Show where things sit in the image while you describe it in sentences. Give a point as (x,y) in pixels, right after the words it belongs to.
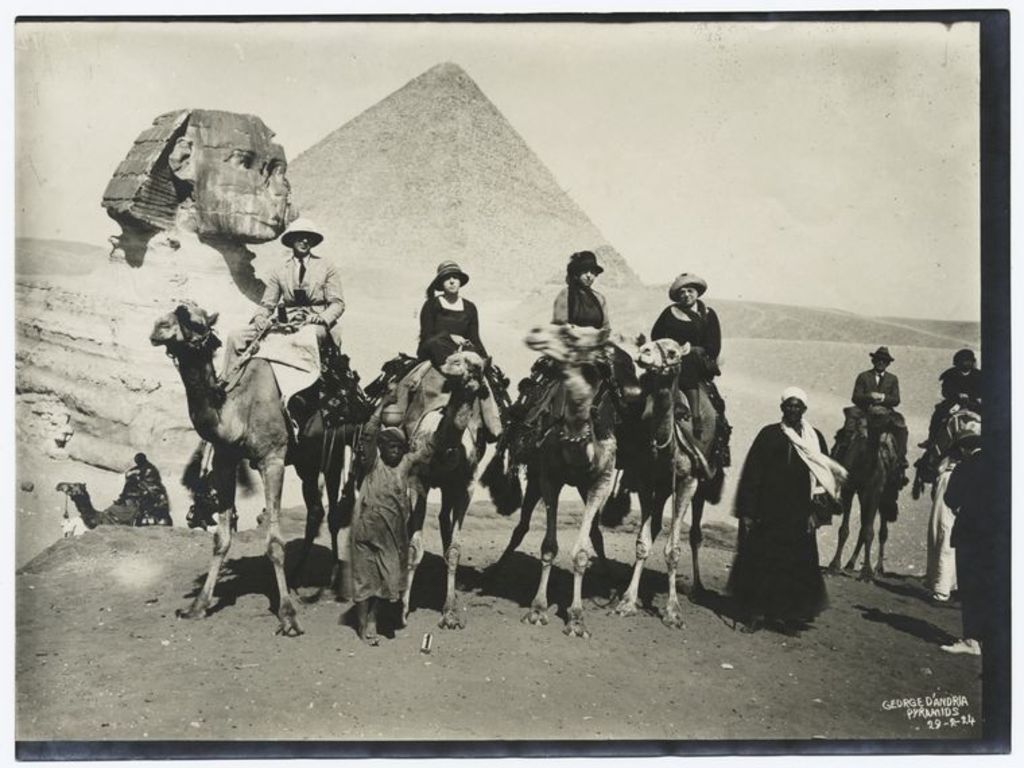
This is a black and white picture. In the foreground of the picture (628,414) there are people (391,492) and camels (540,465). In the background (203,209) there are sculptures (234,169) and a pyramid (412,114). Sky (244,54) is sunny.
